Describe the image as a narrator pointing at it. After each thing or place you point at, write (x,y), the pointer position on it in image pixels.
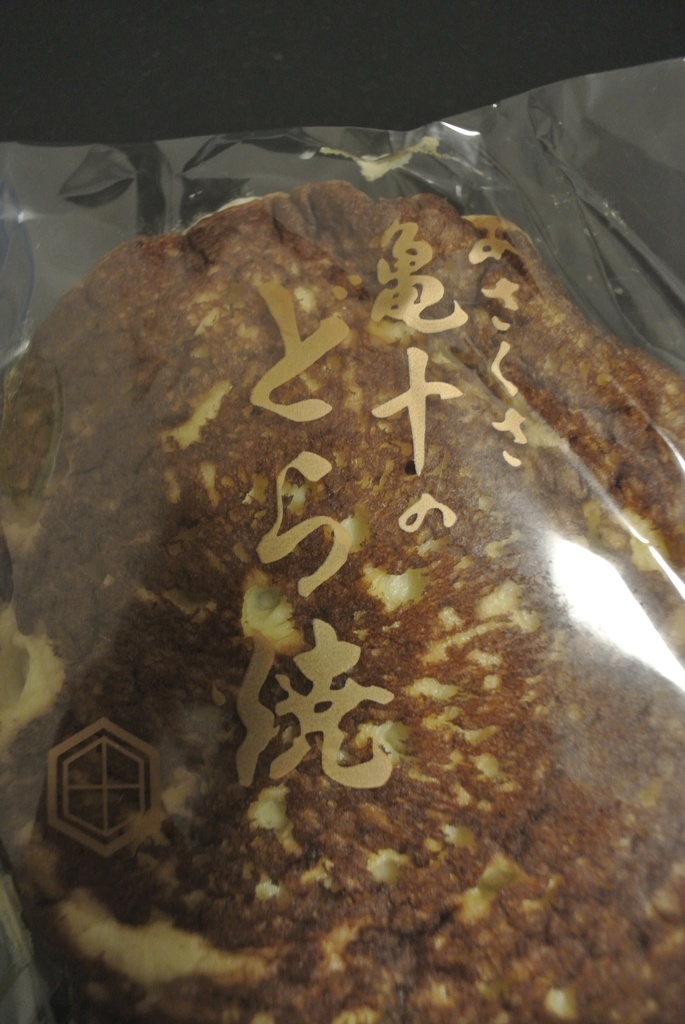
In this image I can see a food item (414,560) is in covered in the plastic cover (477,454). Background (216,23) is in black color.
